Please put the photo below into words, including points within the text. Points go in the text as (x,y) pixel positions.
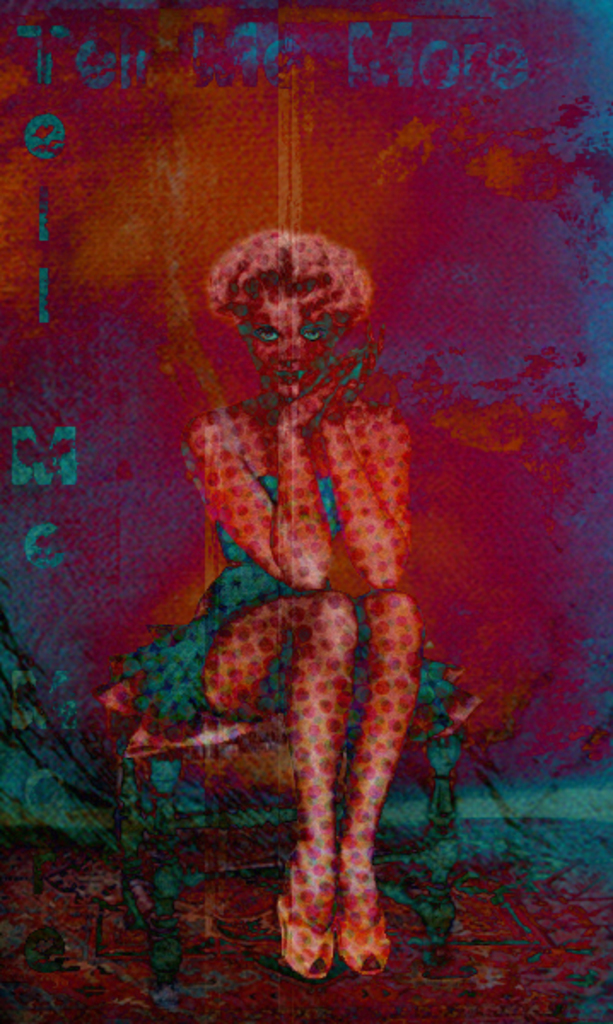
This image is a painting. In the center of the image (339,677) there is a lady (321,378) and we can see some text (48,858).
